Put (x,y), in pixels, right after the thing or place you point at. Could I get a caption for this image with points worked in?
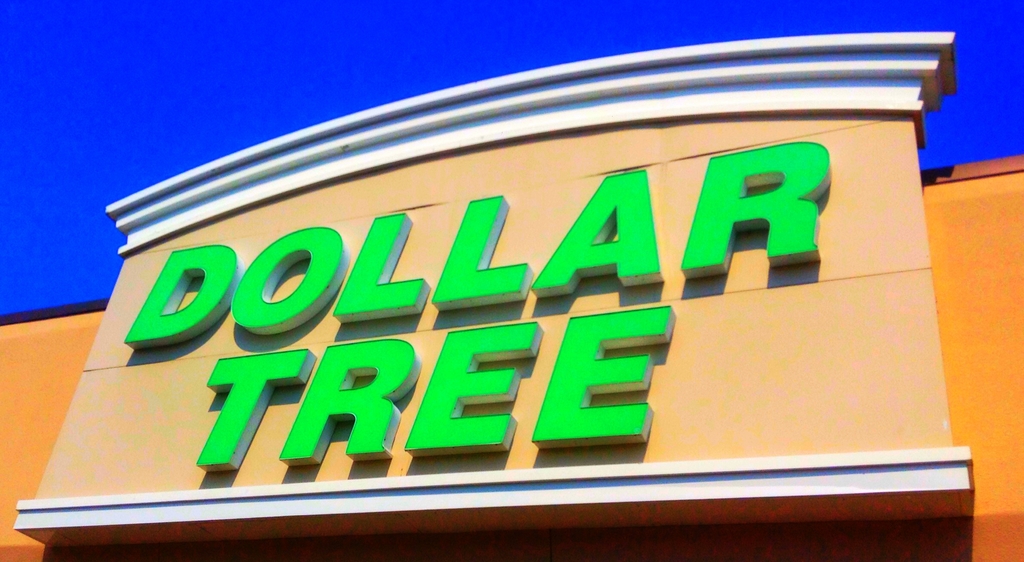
In this image there is a building (321,347). On it dollar tree (513,337) is written.
